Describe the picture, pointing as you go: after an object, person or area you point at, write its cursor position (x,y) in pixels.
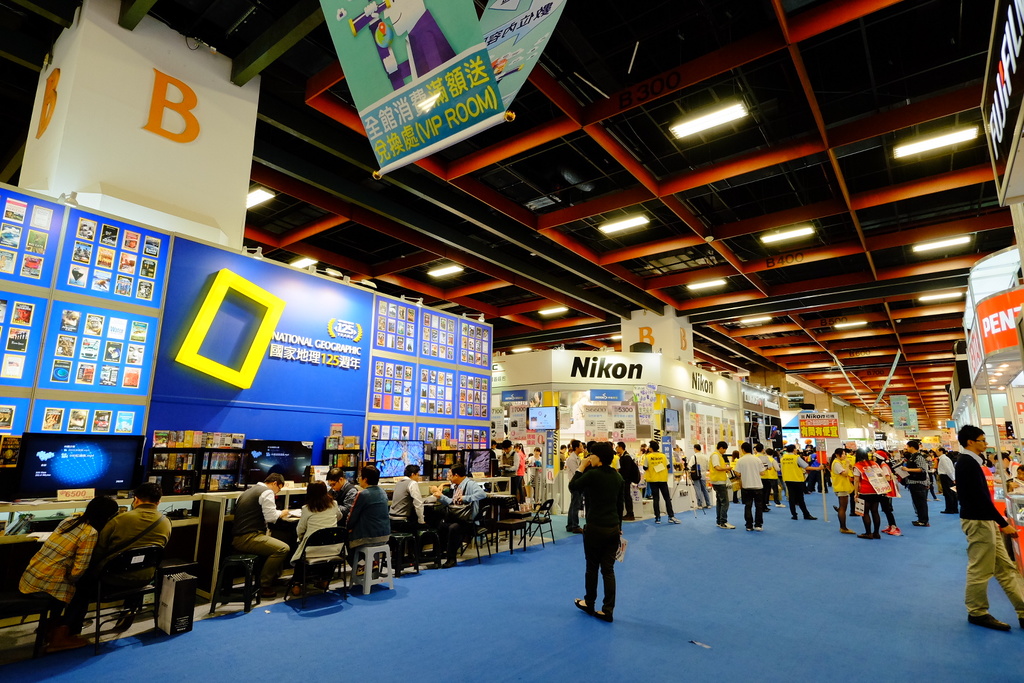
In this image we can see persons (598,487), chairs (320,540), name boards (828,417) and other objects (200,508). In the background of the image (317,389) there are screens (59,458), wall (171,362), frames (381,364), name boards (651,378) and other objects (221,443). At the top of the image (575,153) there are lights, ceiling (837,114) and other objects (182,157). At the bottom of the image (656,624) there is the floor (514,623).
